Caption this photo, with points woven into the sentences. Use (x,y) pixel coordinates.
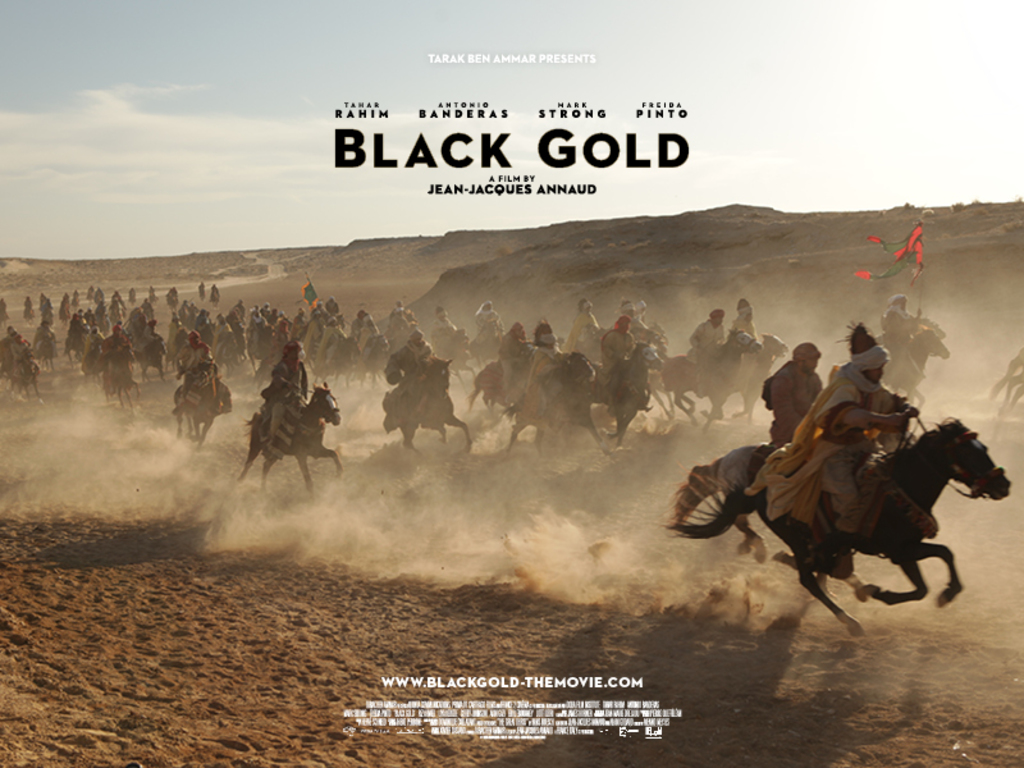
This picture looking like poster we can see persons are sitting on the horse (891,463) and riding. we can see sky (193,117) with clouds (197,199). This is sand (166,552).
